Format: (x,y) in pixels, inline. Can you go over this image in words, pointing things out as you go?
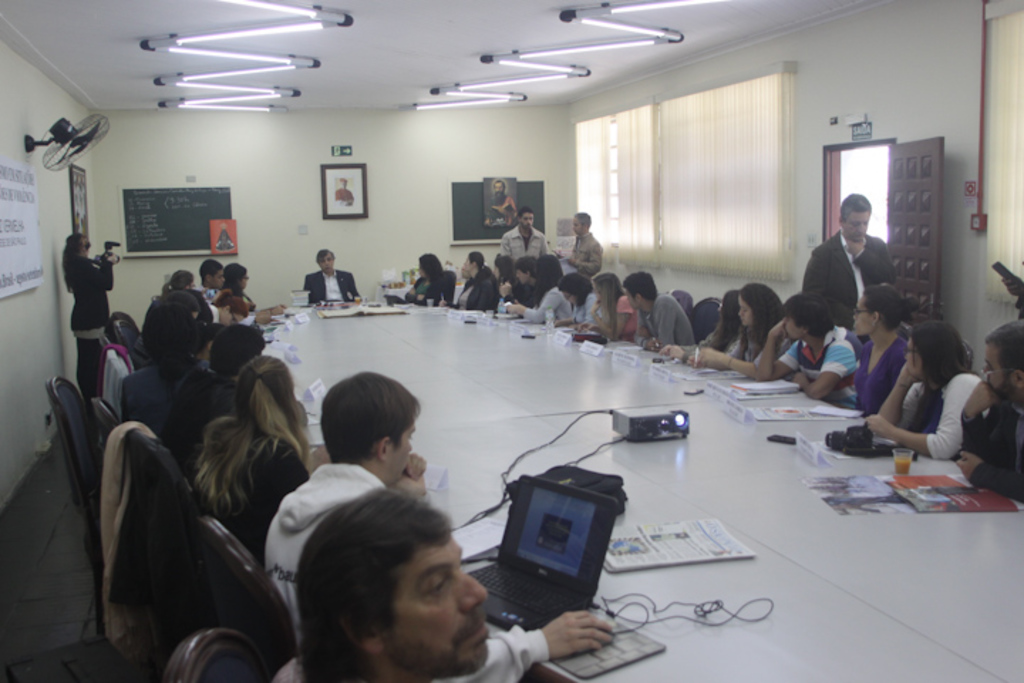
In the picture I can see a group of people (506,277) sitting on the chairs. I can see a conference table (429,309) on the floor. I can see the projector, laptop (563,484) and papers (918,507) are kept on the table (834,550). There is a fan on the wall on the left side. I can see a woman (72,244) standing on the floor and she is holding a camera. In the background (84,196), I can see a photo frame (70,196) and blackboards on the wall (416,150). I can see the window blinds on the right side (719,138).
